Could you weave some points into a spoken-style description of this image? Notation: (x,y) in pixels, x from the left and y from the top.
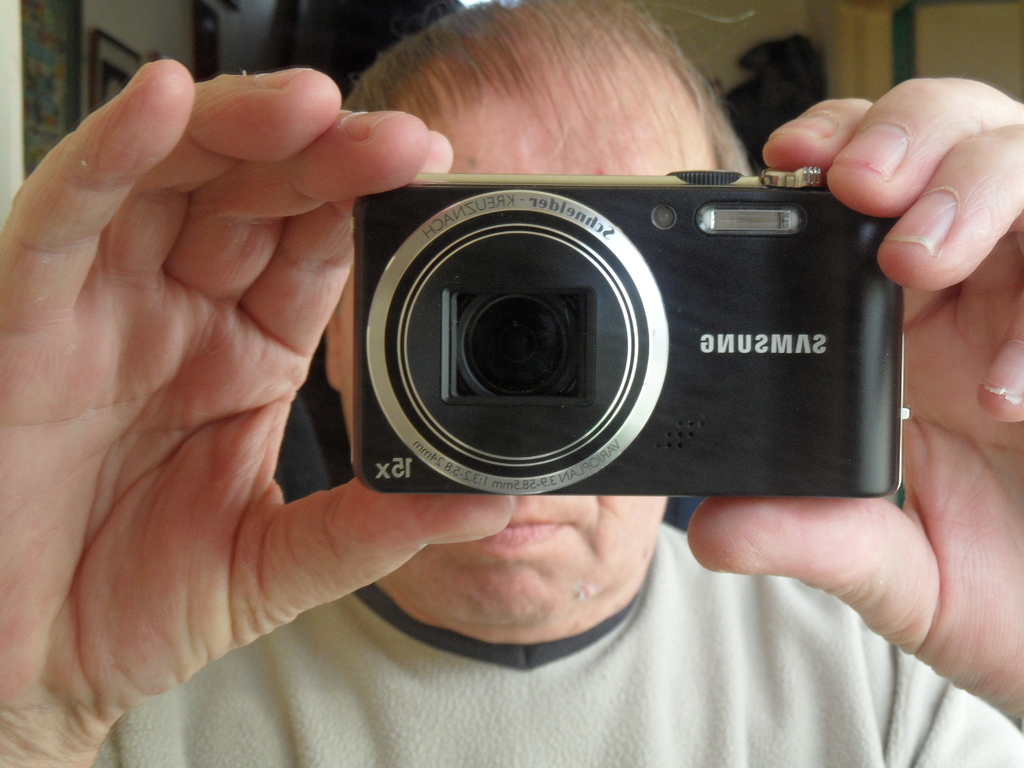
In this image we can see a person (285,272) holding a camera (661,315) and there are photo frames (99,58) to the wall (178,38) in the background (115,48).
